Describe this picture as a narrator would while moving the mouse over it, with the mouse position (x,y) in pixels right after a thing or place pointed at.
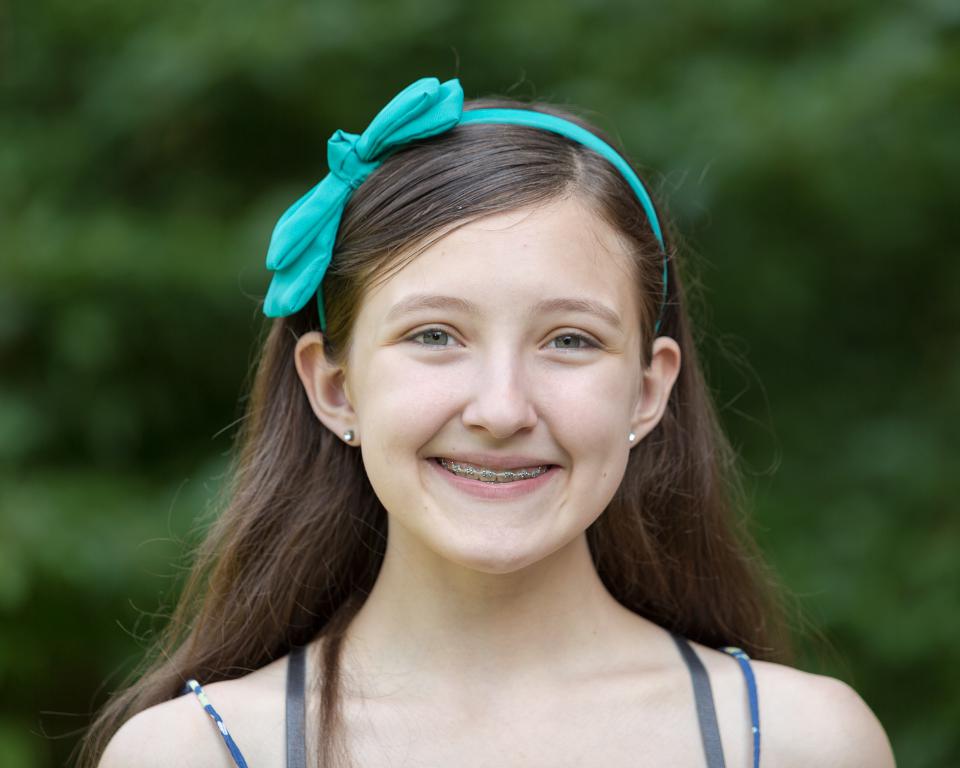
In this image we can see a person (475,460) with a smiling face (498,441) and a blurry background (661,194).
